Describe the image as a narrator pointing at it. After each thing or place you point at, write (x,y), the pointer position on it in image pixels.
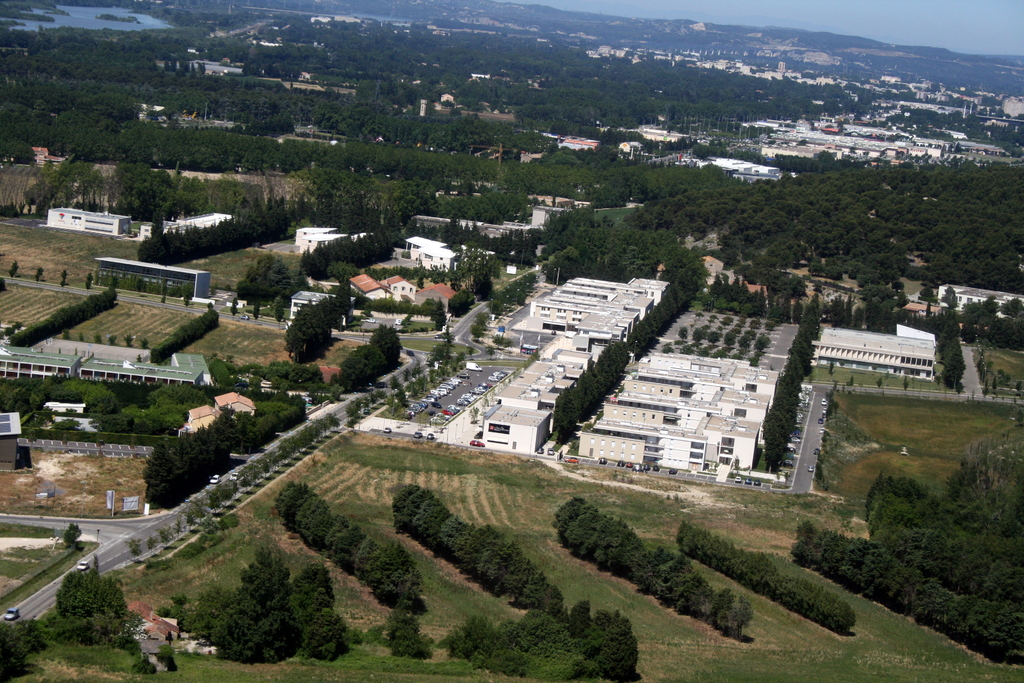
In the center of the image (475,373) we can see buildings (660,414), trees (483,549), grass (537,512), road (481,391), vehicles (442,392) are present. At the top of the image (811,41) mountains (807,60) are there. At the top left corner (85,18) water (119,27) is present. At the top right corner (958,42) sky (939,29) is there.
